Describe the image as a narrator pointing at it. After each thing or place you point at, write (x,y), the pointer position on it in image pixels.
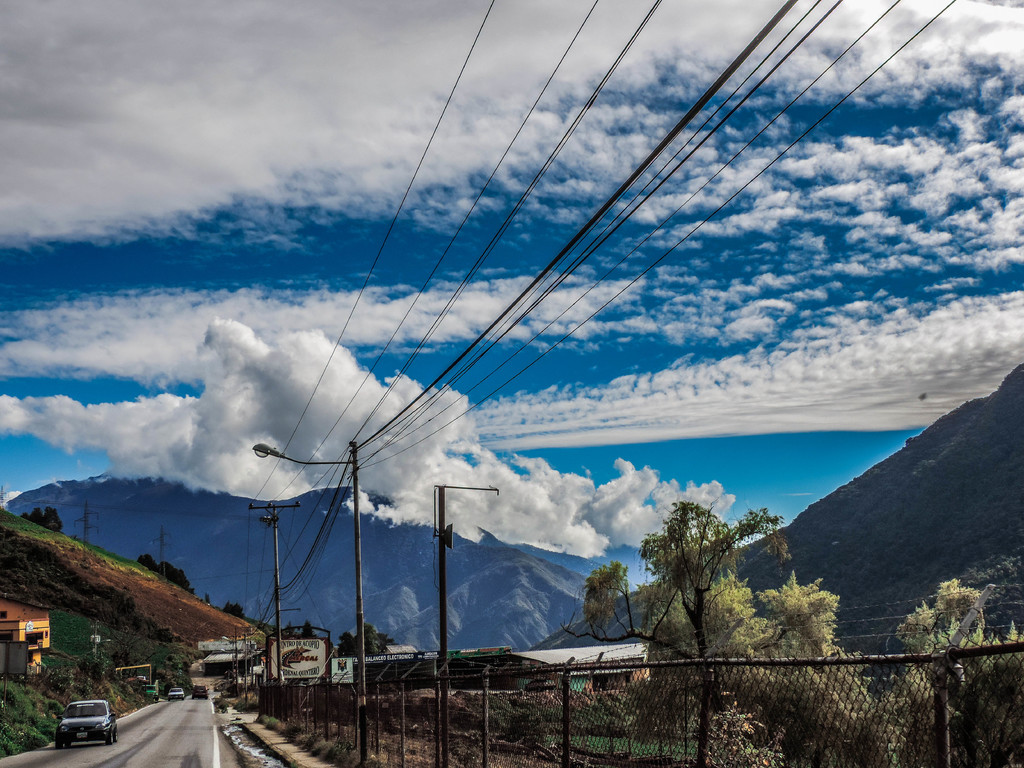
In this image, we can see some poles (363,676) and wires (491,326) beside the road (207,730). There is a car (92,721) in the bottom left of the image (84,714). There is a fencing (670,681) and some trees (952,617) in the bottom right of the image (940,671). There are hills (318,543) at the bottom of the image (500,611). In the background of the image (539,219), there is a sky (222,399).
